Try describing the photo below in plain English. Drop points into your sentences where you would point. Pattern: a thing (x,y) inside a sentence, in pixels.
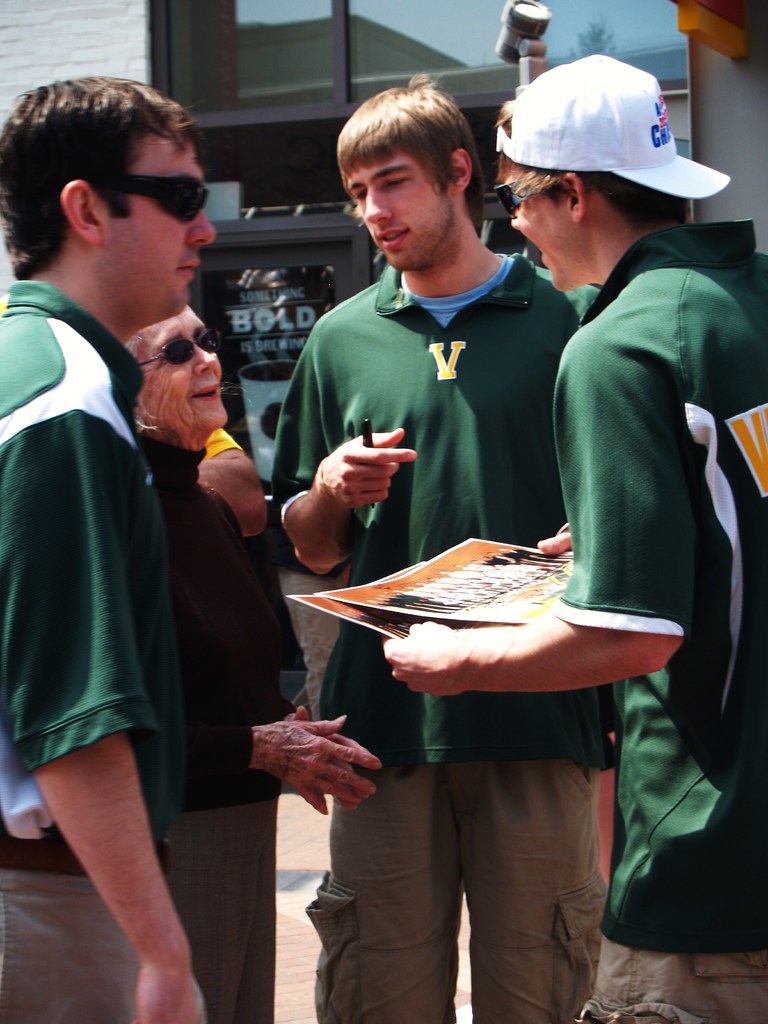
In this image there are people (430,540) standing, one person (705,543) is holding photographs (531,578) in his hand (554,552), in the background (471,99) there is a building (381,42).
